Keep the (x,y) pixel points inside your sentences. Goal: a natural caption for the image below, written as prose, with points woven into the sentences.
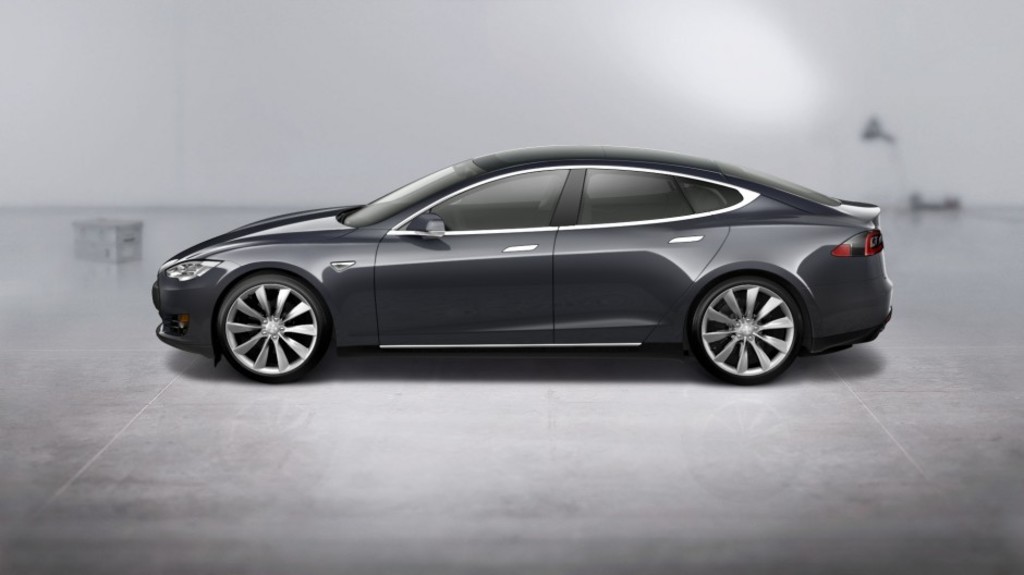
This image is a colour image. At the bottom of the image (307,454) there is a floor (731,443). In the background (501,83) there is a wall (675,116). In the middle of the image (366,302) a car (331,281) is parked on the floor (686,388).
